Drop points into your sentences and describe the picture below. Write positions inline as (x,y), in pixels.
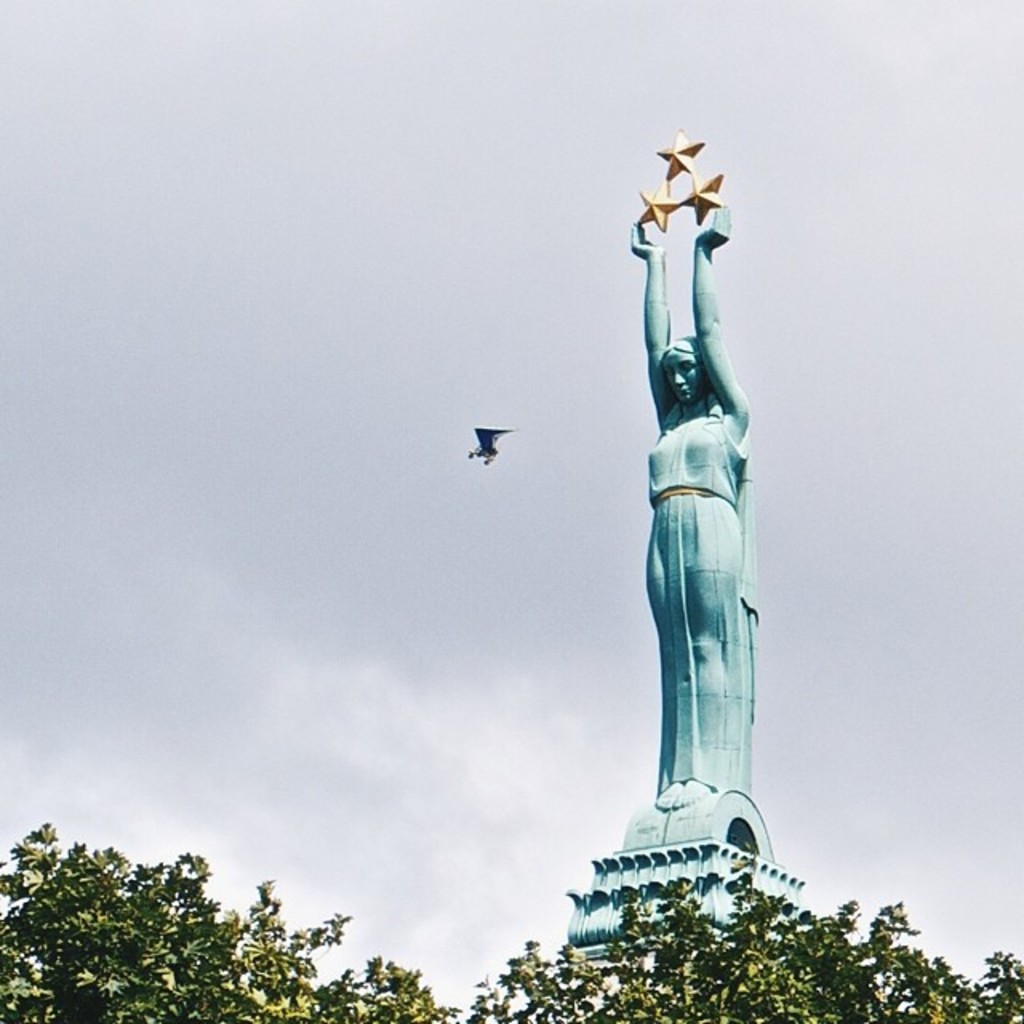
In the middle of the picture (668,575), we see the statue (713,716) of a woman (690,517) who is holding three stars (702,204) in her hands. Beside that, we see an aircraft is flying in the sky (443,527). At the bottom of the picture (713,1013), we see trees (178,952). In the background (432,280), we see the sky (787,566).
